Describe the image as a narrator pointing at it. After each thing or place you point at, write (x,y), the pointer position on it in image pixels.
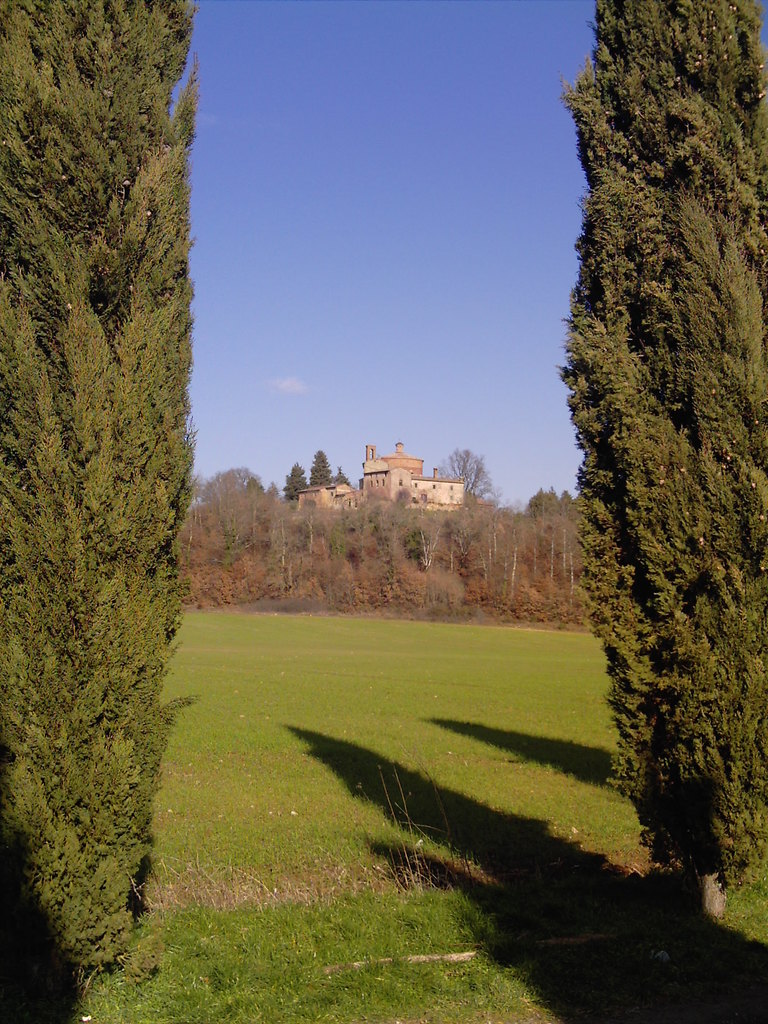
In the image there are trees (696,546) in the front (134,201) on grassland (288,680) and behind there is a building (411,473) with trees (263,510) covered all over it and above its sky (345,228).
